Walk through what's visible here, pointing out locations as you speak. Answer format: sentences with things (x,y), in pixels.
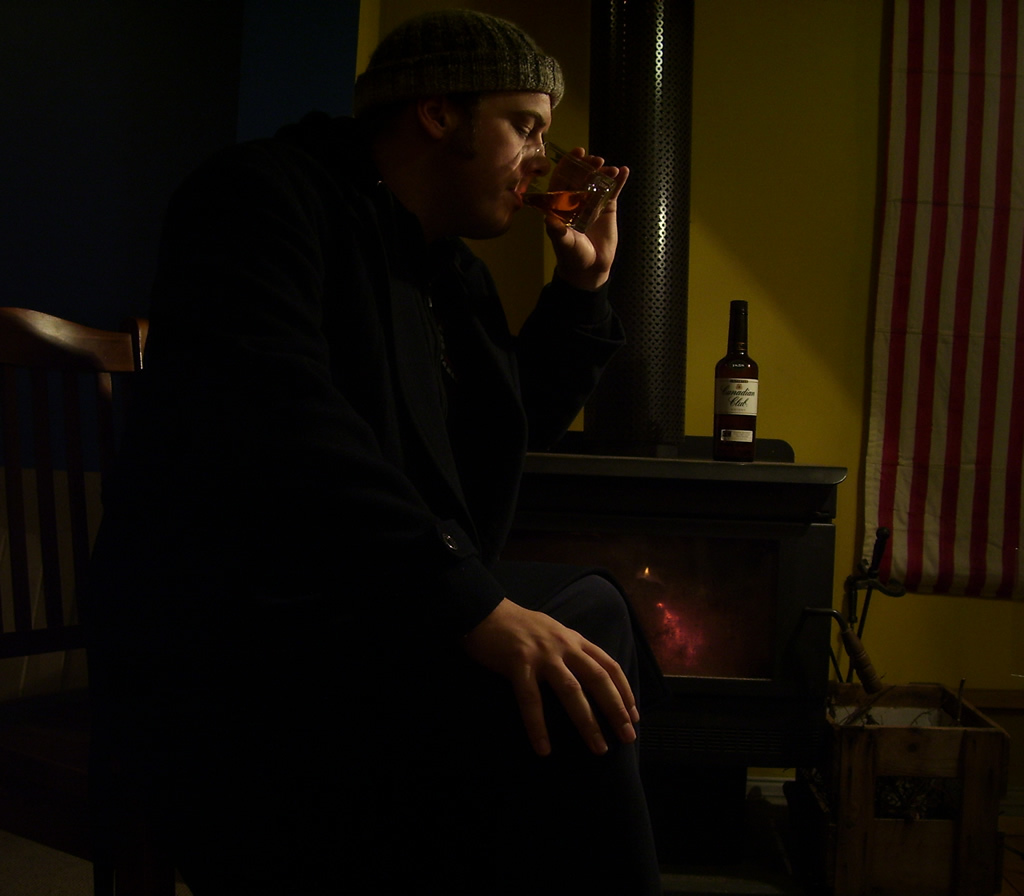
In this picture we can see a man (453,669) is sitting on a chair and drinking something, on the right side (953,325) there is a curtain (950,340), we can see a bottle (744,395) in the middle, in the background (736,596) we can see a wall (784,264) and fireplace (720,565).
